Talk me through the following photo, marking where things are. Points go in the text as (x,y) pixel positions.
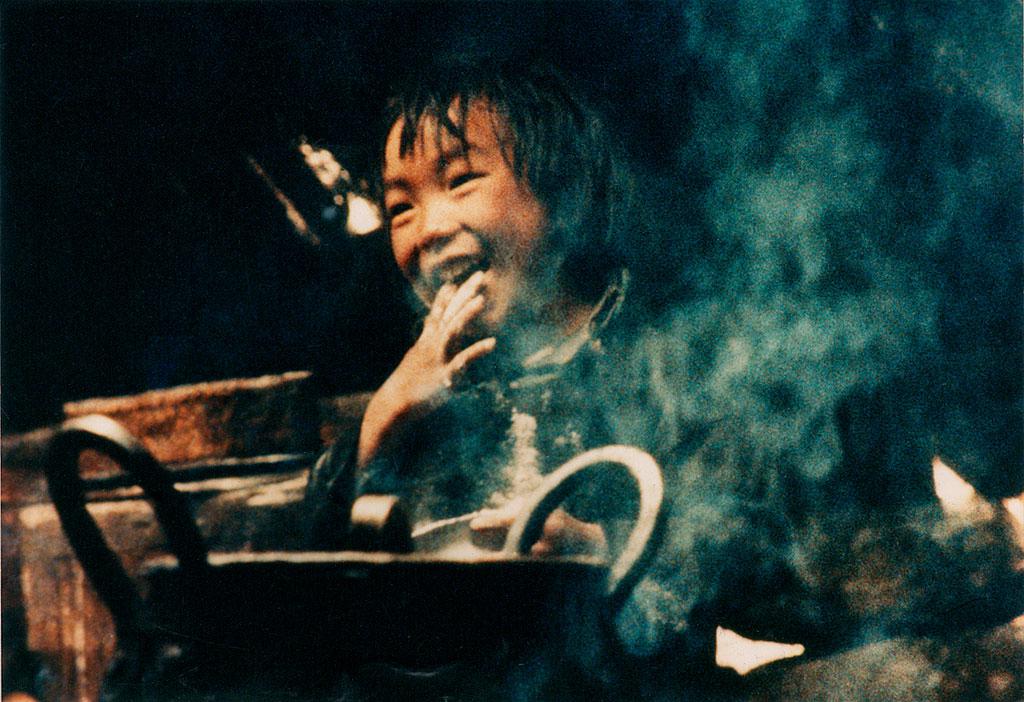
In this picture I can see a utensil (201,588) in front (342,618) and I see the smoke (640,424) and I see a child (451,302) who is smiling and I see that it is dark in the background (76,63).
